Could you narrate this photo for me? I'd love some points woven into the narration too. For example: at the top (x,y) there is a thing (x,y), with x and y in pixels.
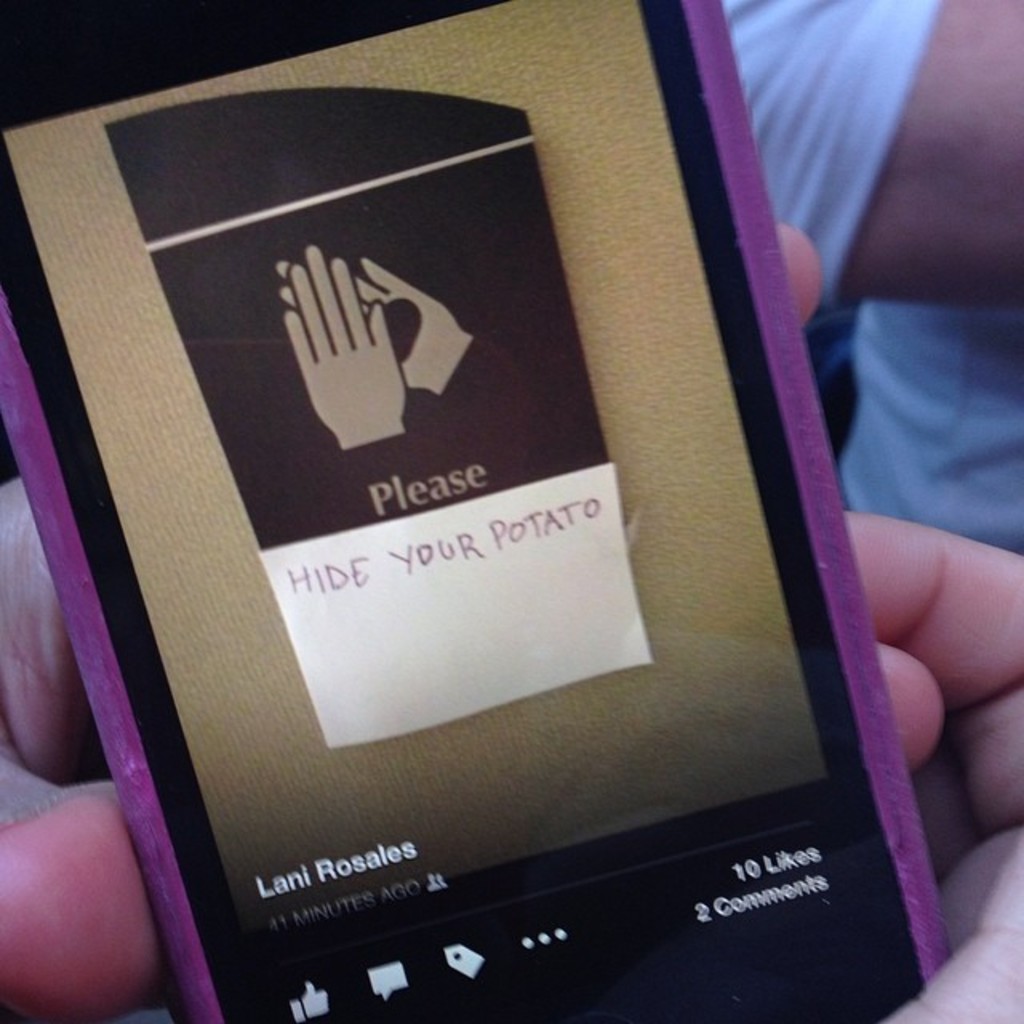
In this image we can see the hands (23,574) of a person (1018,958) holding a device (599,801) containing some text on its screen (591,476). On the backside (921,400) we can see a person (869,392).
